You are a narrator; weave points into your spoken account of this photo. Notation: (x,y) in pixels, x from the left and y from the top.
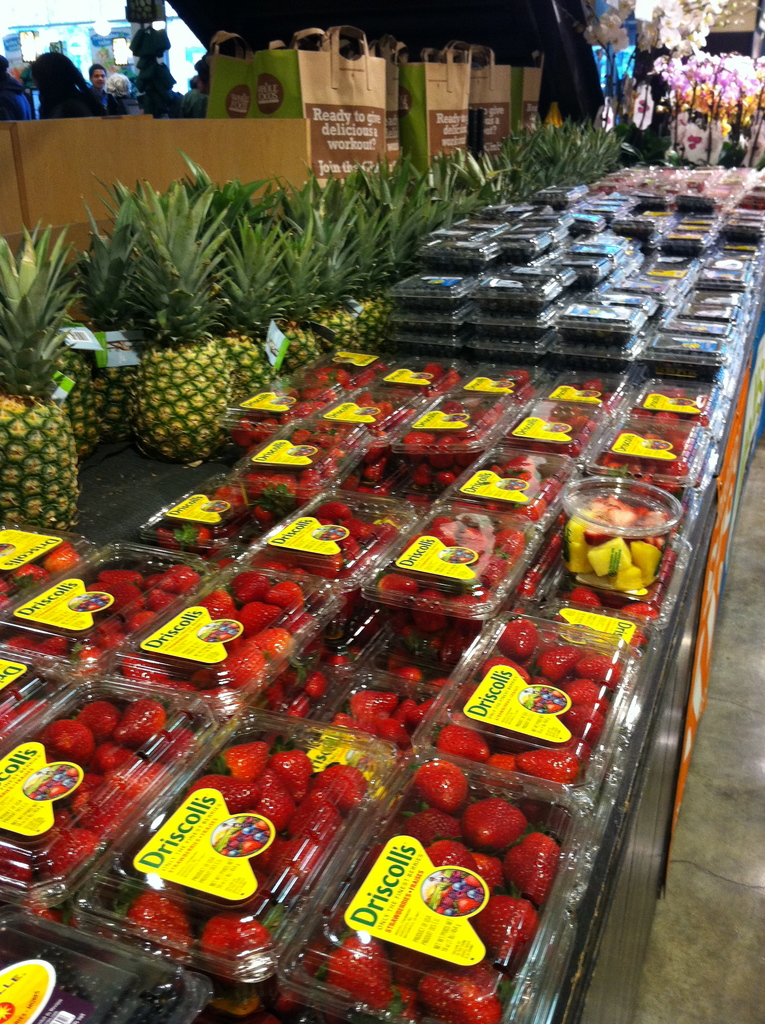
Here, we can see some strawberry boxes (496,583) and there are some pineapples (237,345) and there are some carry bags (462,140).
